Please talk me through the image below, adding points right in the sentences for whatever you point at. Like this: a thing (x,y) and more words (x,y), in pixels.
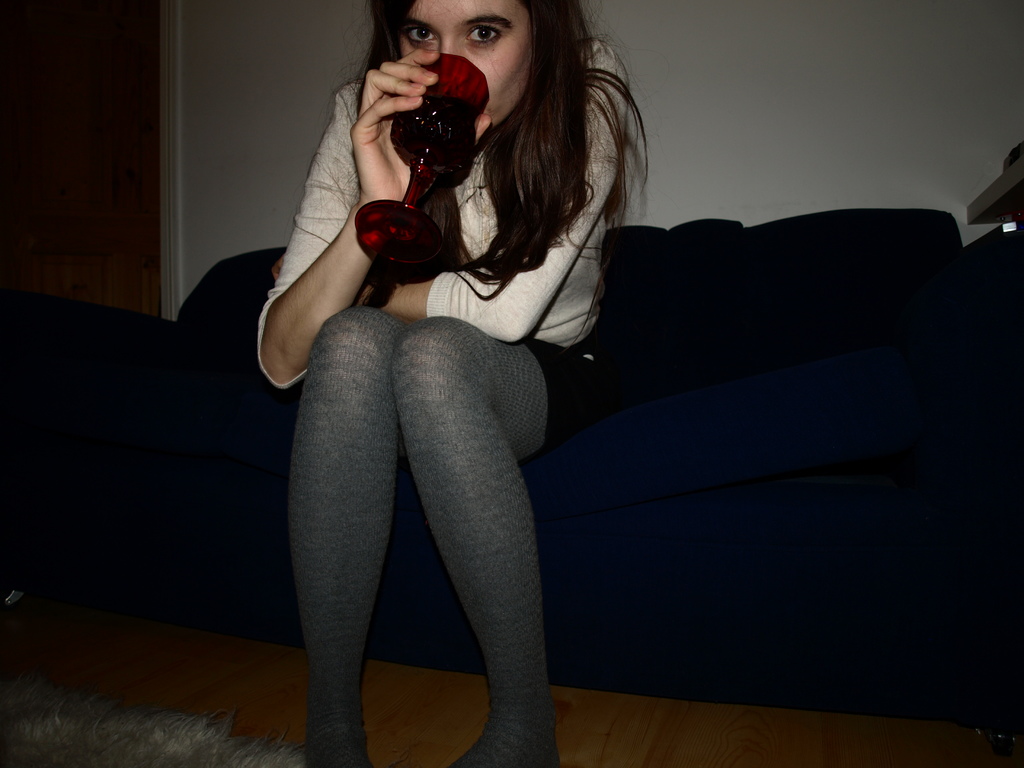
this picture shows a woman (632,98) seated on the sofa (605,679) holding a wine glass (464,74) in her hand (415,63).
